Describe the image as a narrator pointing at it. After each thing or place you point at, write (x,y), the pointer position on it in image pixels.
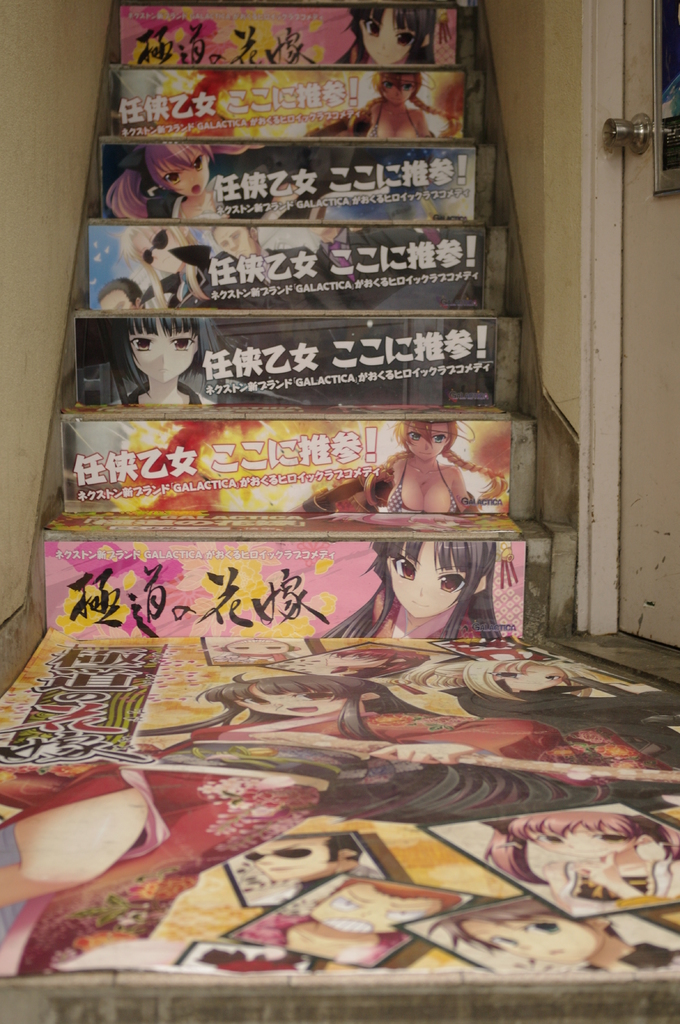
In this picture, we can see a staircase (303,398) and on the staircase (257,438) they are looking like posters (249,395) and on the right side of the staircase (329,280) there is a wall (531,178) and a door (663,517).
